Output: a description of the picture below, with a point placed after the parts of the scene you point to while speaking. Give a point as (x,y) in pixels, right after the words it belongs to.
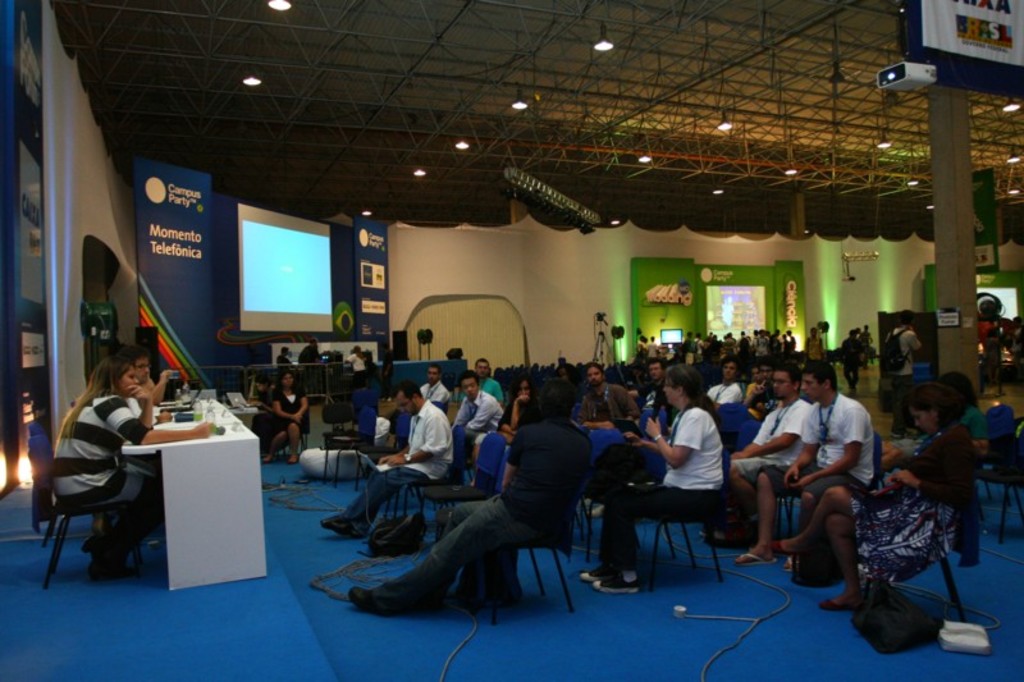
There is a group of persons (461,539) sitting on the chairs (493,442) as we can see at the bottom of this image (456,495). There are some other persons (810,344) standing in the background (726,342), and there is a wall (615,292) in the middle of this image (434,275). There are some persons (117,402) sitting on the chairs (37,514) is on the left side of this image (120,418), and there is a white color table (179,500) on the right side of these persons (154,467). There is a screen (242,319) at the top left side of this image (252,221). There are some lights (578,219) arranged to the roof (681,87). There is a projector (898,65) at the top right side of this image (912,77).
